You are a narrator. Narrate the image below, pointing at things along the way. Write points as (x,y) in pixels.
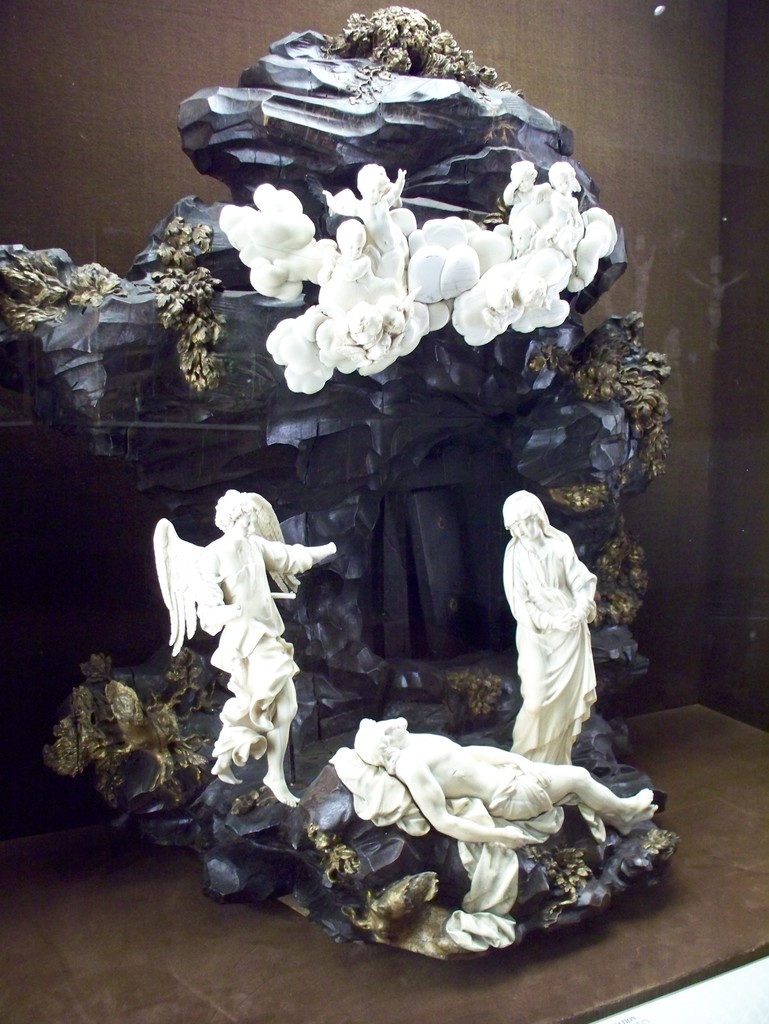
In this image there is a sculpture (381,629) on a wooden surface (647,895). In the sculpture (149,447) there are rocks (570,447). There are people (358,270) on the rocks (357,516).
